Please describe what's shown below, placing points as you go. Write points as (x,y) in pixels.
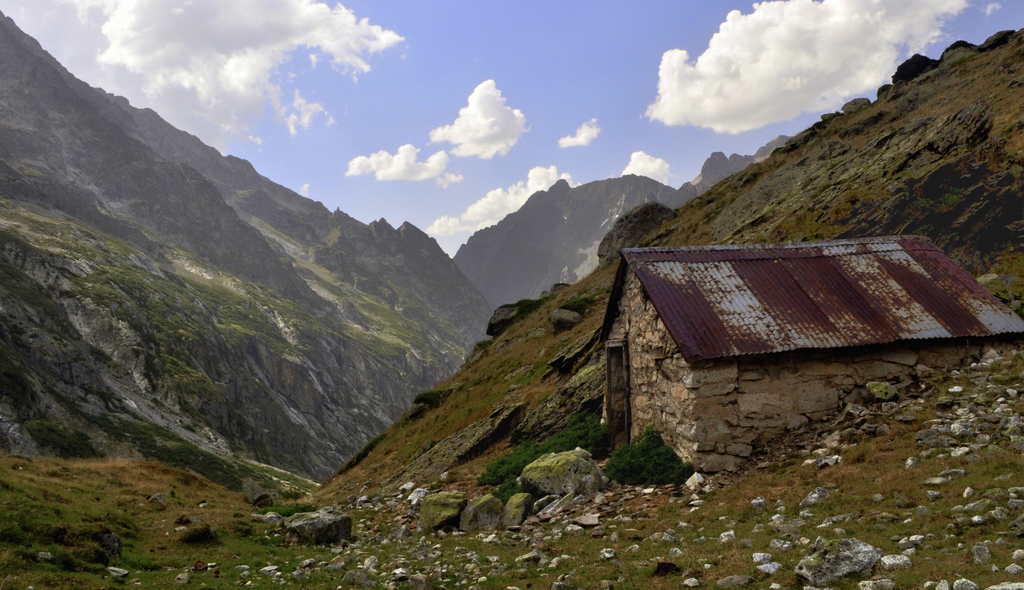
In the foreground of this image (716,391), there is a hut (732,393) on the cliff (565,370). We can also see stones (409,509), grass (223,564) in the foreground (97,551). In the background (400,250), there are mountains (340,268), sky (347,110) and the cloud (273,52).
